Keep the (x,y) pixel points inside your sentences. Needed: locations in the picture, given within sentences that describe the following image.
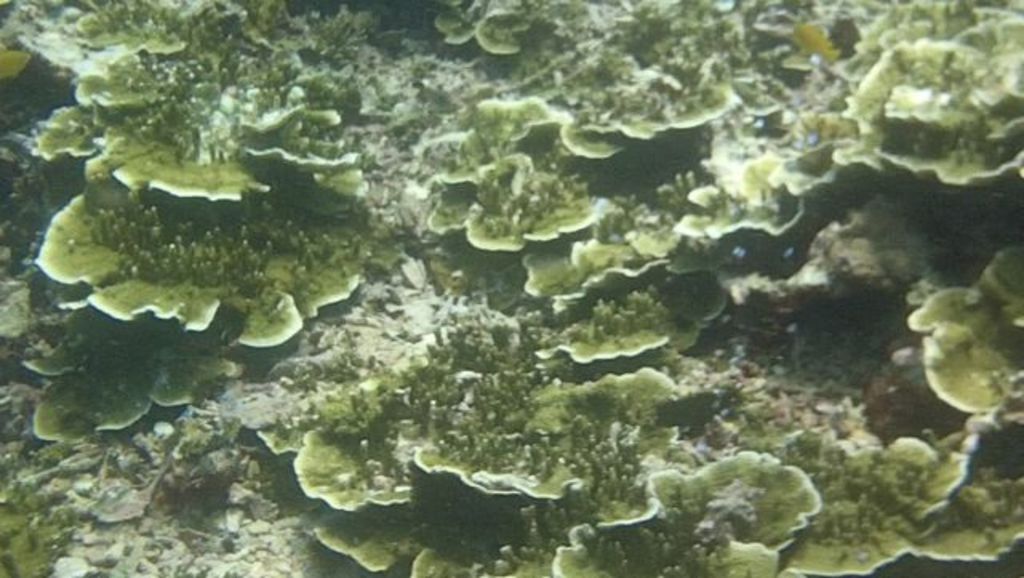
In this image I can see, The picture looks like underwater environment (331,284).
